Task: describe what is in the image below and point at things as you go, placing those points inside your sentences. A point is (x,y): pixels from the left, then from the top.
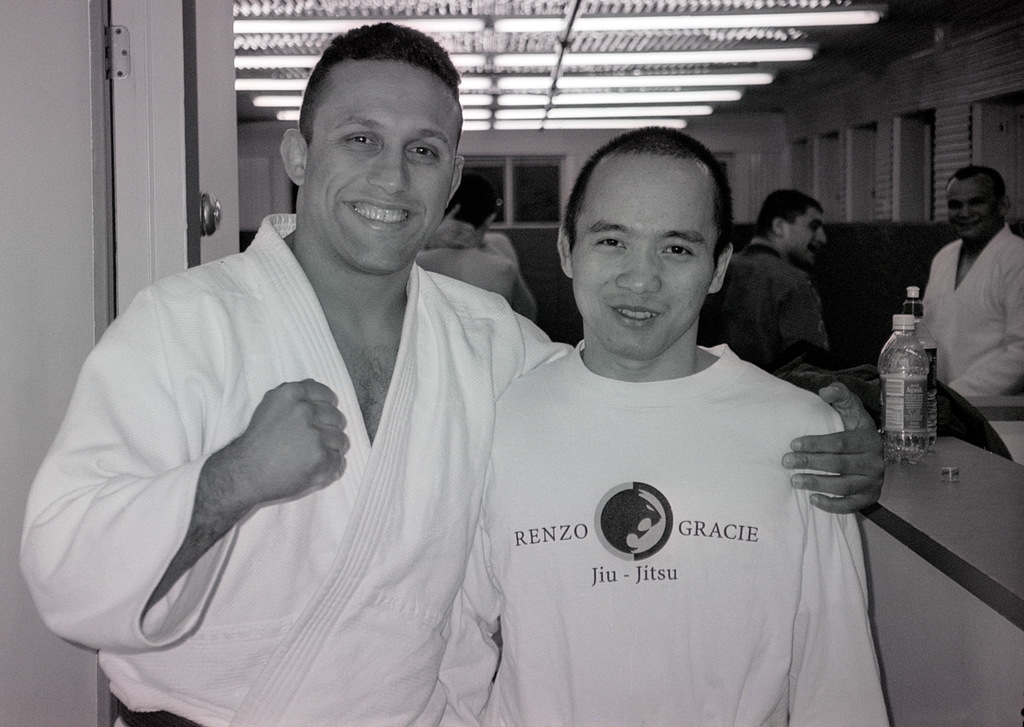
A boy (659,525) is posing to camera along with a karate player (134,348). There are some other people (465,265) behind these.
